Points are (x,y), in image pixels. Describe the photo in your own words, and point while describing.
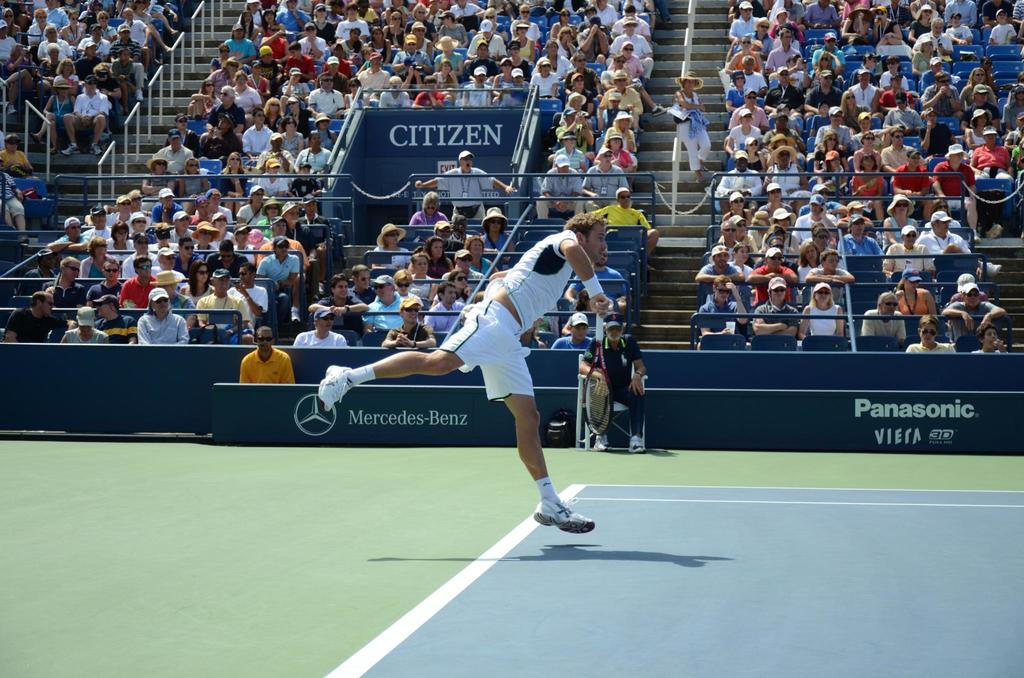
In this there is a man (534,296) which is playing tennis and there is audience (955,160) watching that man (582,229) and there is Panasonic mercedes benz (866,407) written on the wall (352,398).
